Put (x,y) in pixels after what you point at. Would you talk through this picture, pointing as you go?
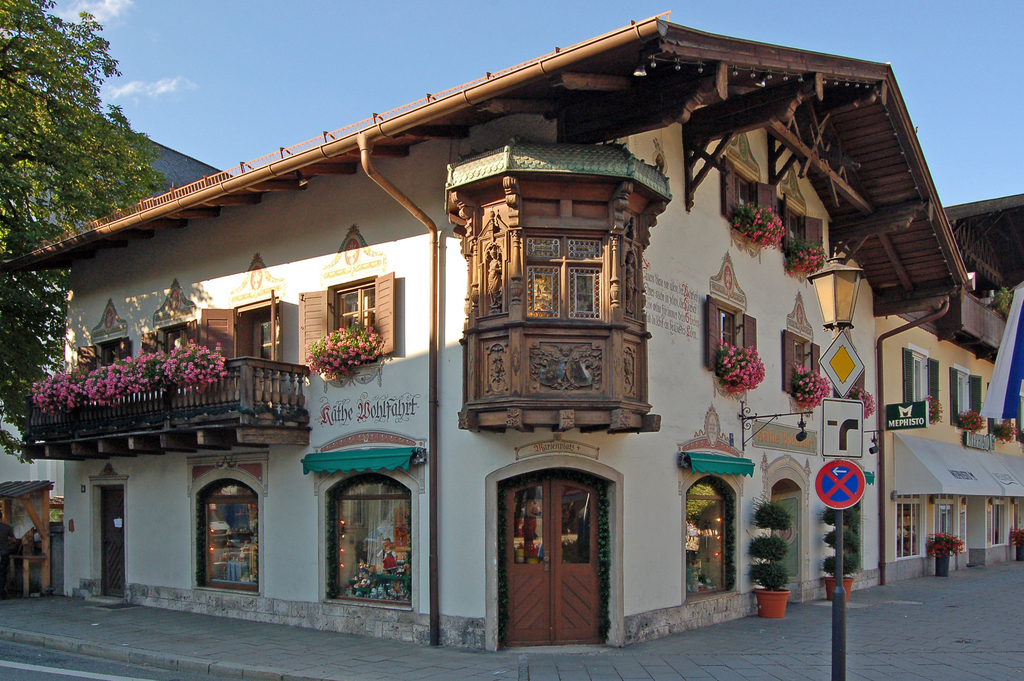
In this picture I can see the buildings (696,404). At the bottom (591,499) I can see the door (596,569) and windows (386,537). In front of the window (722,584) and door (793,570) I can see some plants (768,595). In the bottom right corner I can see the sign boards (823,480) which are placed near to the road (815,677). At the top (369,7) I can see the sky (272,48) and clouds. On the left (107,58) I can see the trees (7,182).
